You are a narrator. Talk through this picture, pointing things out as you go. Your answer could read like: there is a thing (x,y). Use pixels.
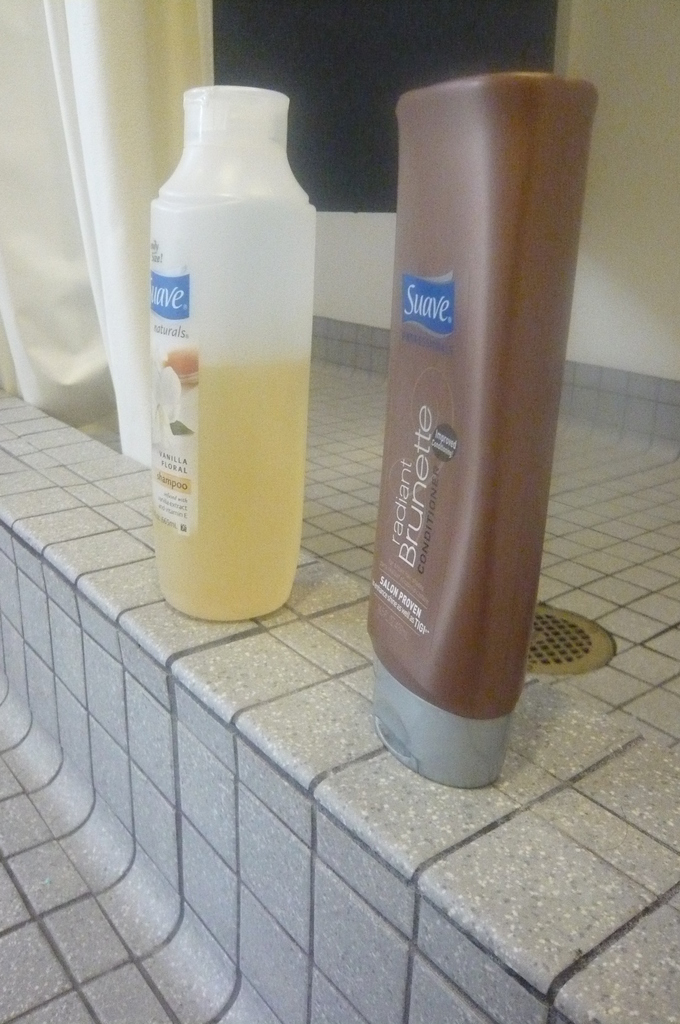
It is a washroom (329,511), on the tiles (334,775) there are two bottles (277,542), shampoo (277,542) and conditioner (399,344) in the background (373,304) there is a drain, cream color wall (615,85) and a curtain (92,161).
